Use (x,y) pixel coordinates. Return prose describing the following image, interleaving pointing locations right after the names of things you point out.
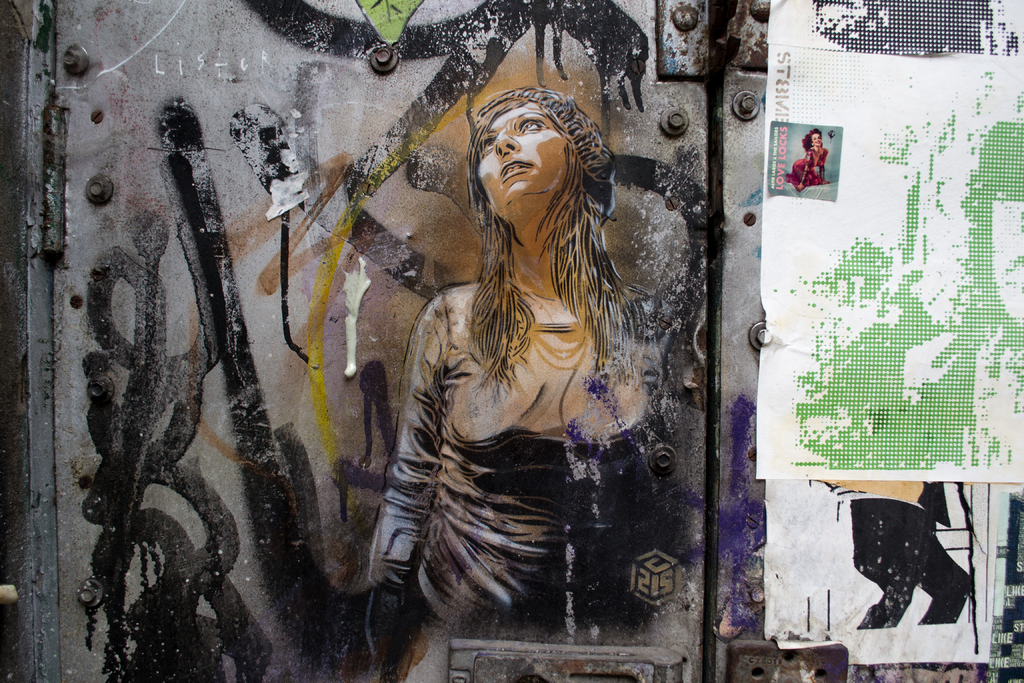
As we can see in the image there is a wall (429,342). On wall (350,87) there is a painting (586,244) of a woman (491,299) and a poster (847,290).
